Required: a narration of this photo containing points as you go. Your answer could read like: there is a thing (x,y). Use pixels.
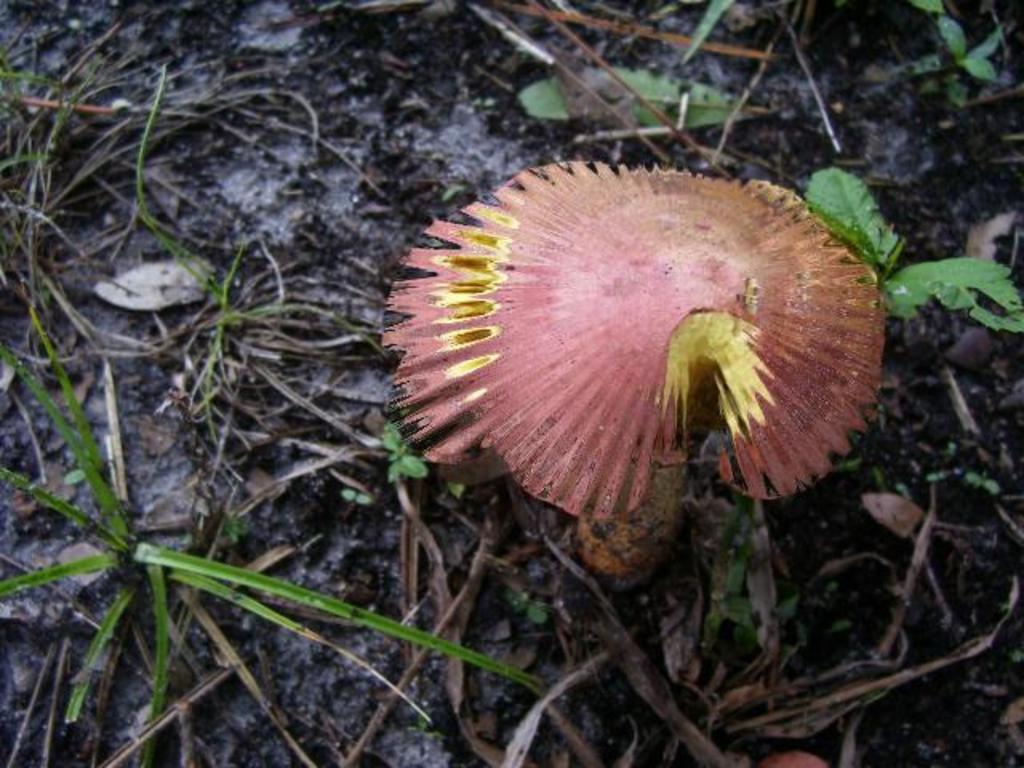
In this picture we can see a mushroom (499,359) on the ground (329,388) and beside this mushroom (446,407) we can see grass (26,154).
